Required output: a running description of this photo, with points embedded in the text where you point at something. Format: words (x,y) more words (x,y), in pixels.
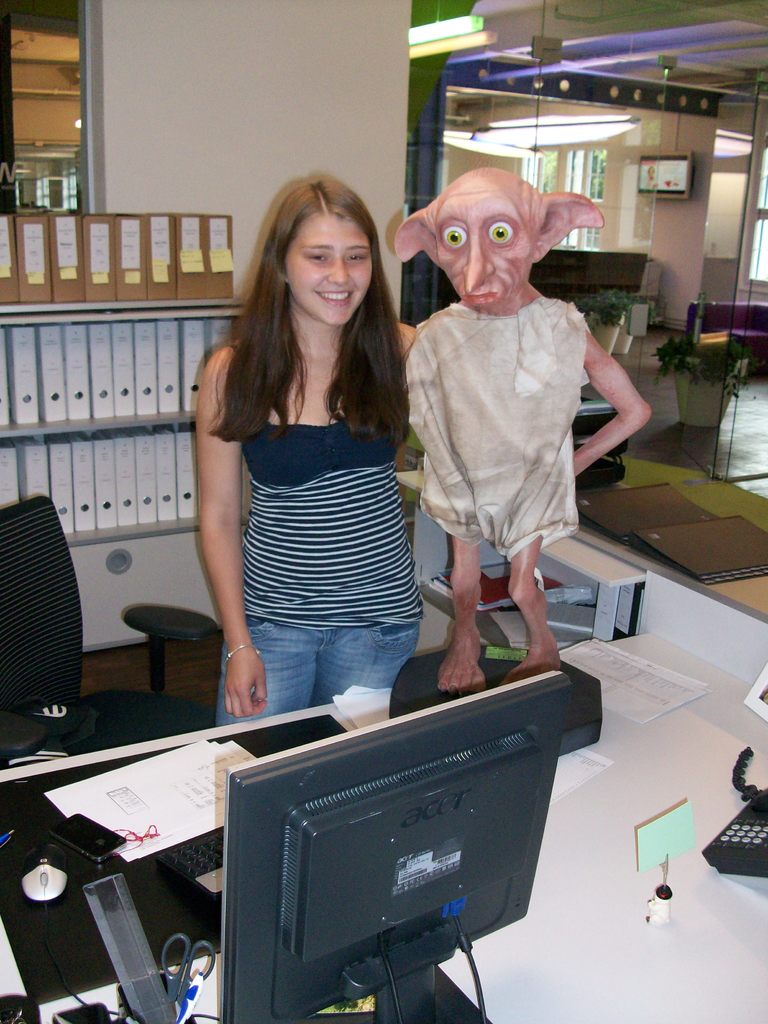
In this image I can see a girl (302,354) is standing. Here on this table (84,774) I can see a monitor (526,704), a telephone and few papers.
